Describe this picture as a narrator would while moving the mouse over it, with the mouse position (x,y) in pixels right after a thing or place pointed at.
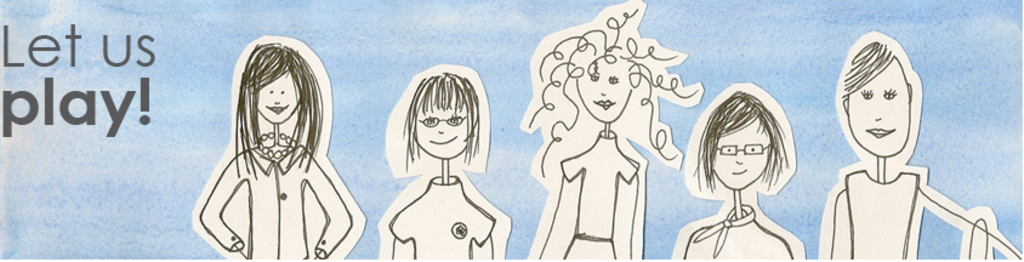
In the image in the center (346,132), we can see one poster (630,150). And we can see some drawings (419,147) on the poster (111,143). On the poster (113,161), it is written as "Let Us Play".
